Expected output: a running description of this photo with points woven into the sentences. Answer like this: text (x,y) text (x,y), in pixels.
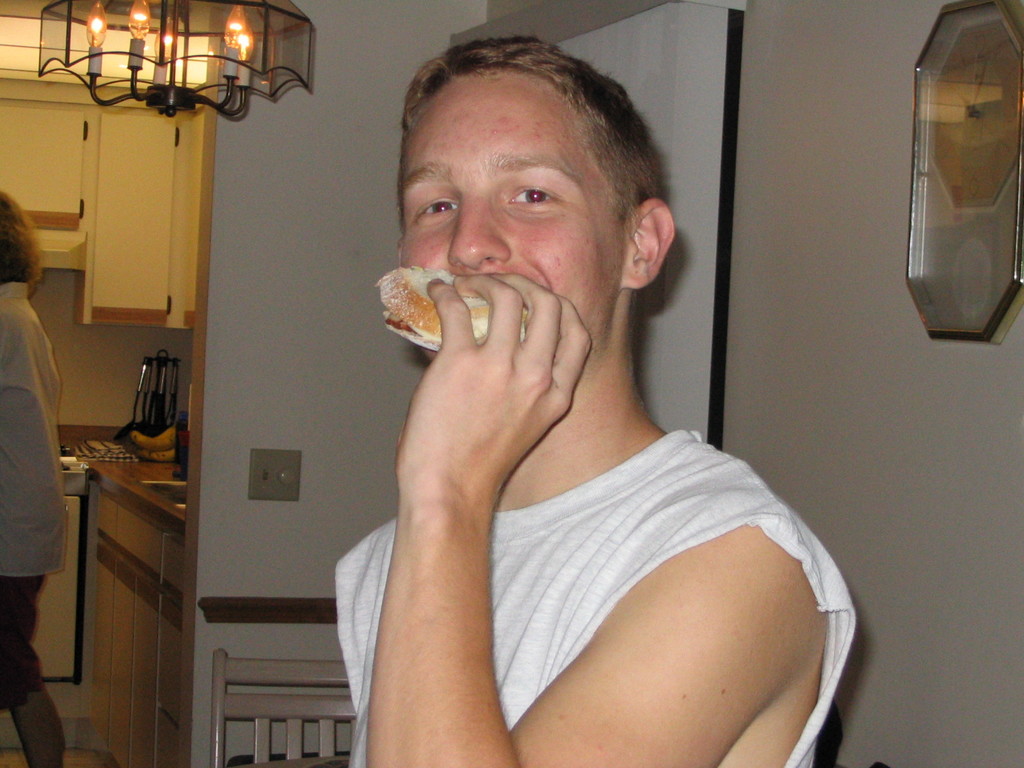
In this picture we can see a man (527,661), he is holding food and in the background (321,446) we can see a wall (336,445), person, kitchen platform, cupboards (126,594) and some objects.
